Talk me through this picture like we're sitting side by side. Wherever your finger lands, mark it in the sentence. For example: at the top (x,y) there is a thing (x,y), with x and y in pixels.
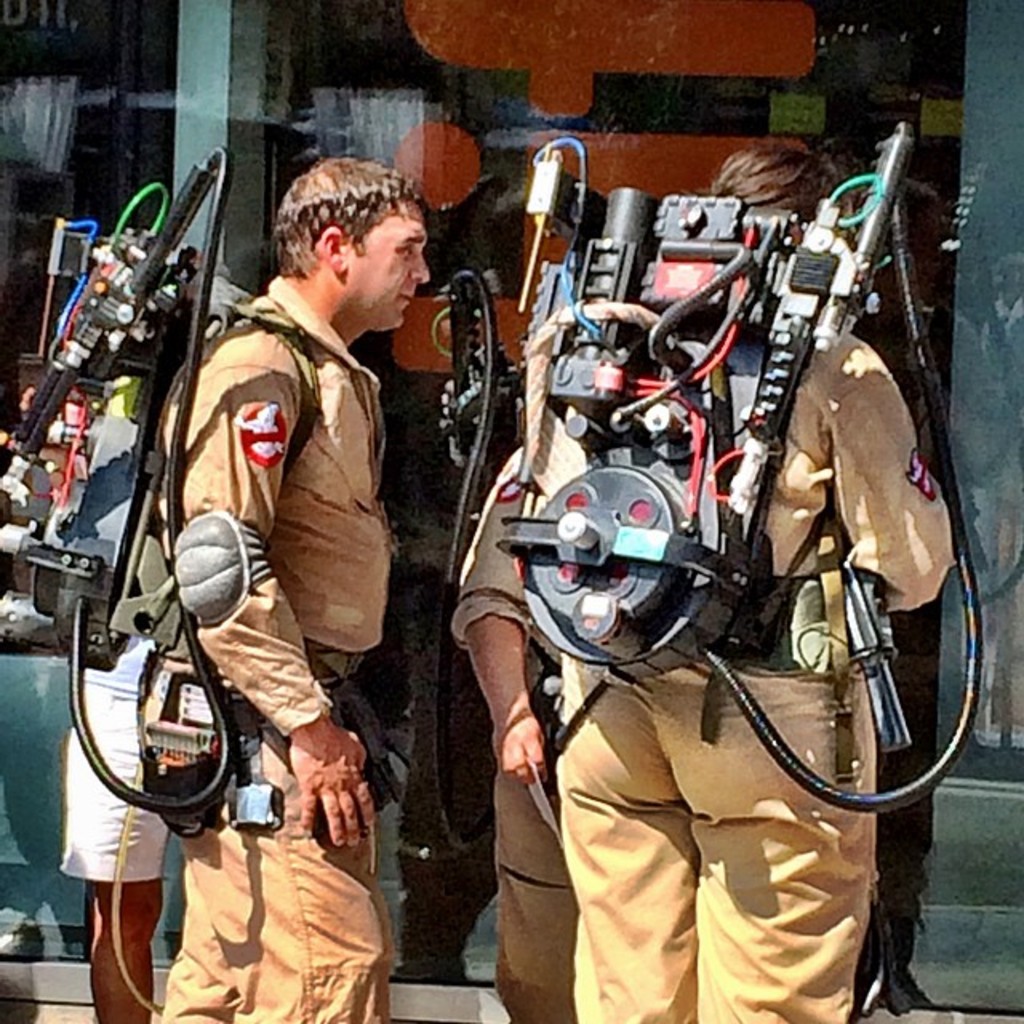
In this image there are two persons (654,782) carrying a device (108,328) at their back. They are wearing uniform (650,758). Behind this person (597,784) there is a person (521,823) standing and holding a paper (555,830) in his hand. Left side (115,986) there is a person (107,876) standing near the glass wall (462,160).
